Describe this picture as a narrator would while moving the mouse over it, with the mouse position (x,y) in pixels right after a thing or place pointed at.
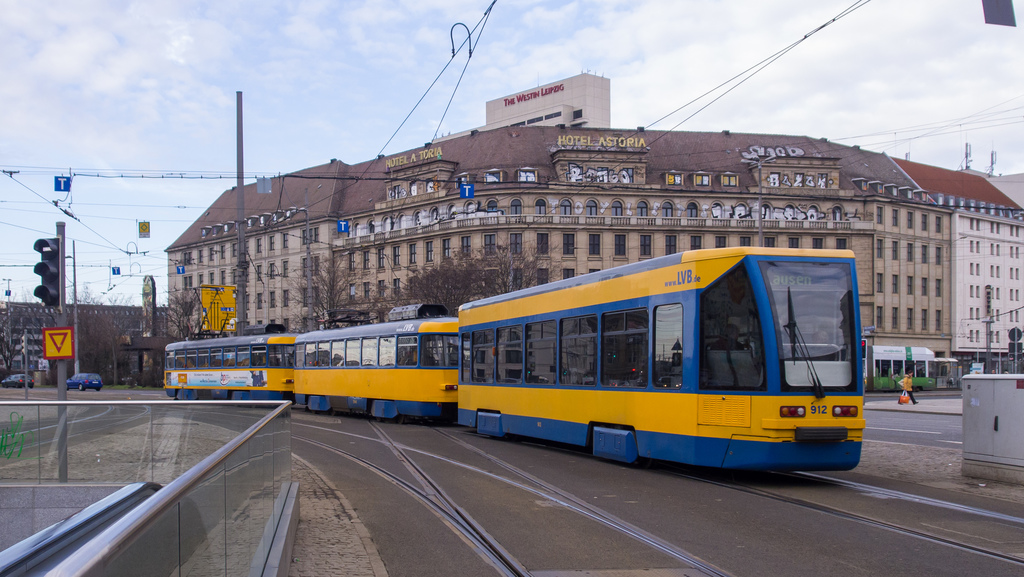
In this image, we can see the train (688,385) and the railway track (592,515). We can also see the ground (749,532). There are a few vehicles (71,381), poles (64,388), buildings (817,214), boards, wires (375,158). We can see a person (911,378) and the glass fence (156,473) on the left (239,465). We can also see some objects (1021,432) on the right (993,448). We can also see the sky (337,118) with clouds (351,15).
